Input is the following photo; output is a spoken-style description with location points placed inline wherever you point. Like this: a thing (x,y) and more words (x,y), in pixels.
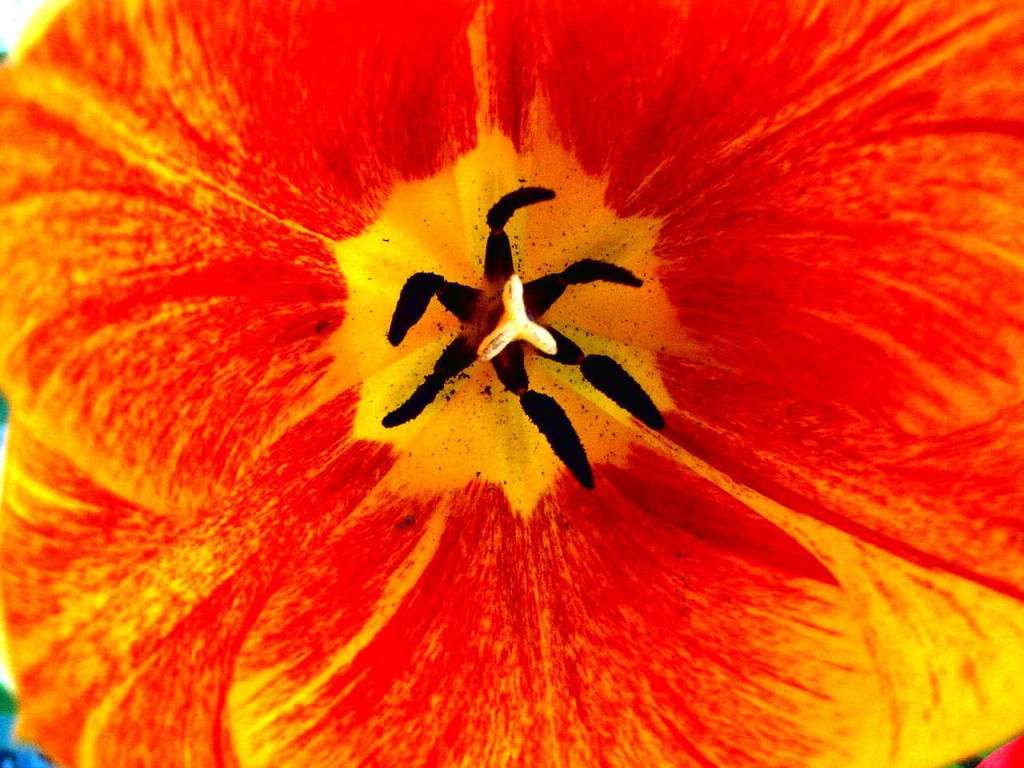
In this image, we can see there is a flower (754,185) in an orange and red color combination. And the background (8,743) is blurred.
